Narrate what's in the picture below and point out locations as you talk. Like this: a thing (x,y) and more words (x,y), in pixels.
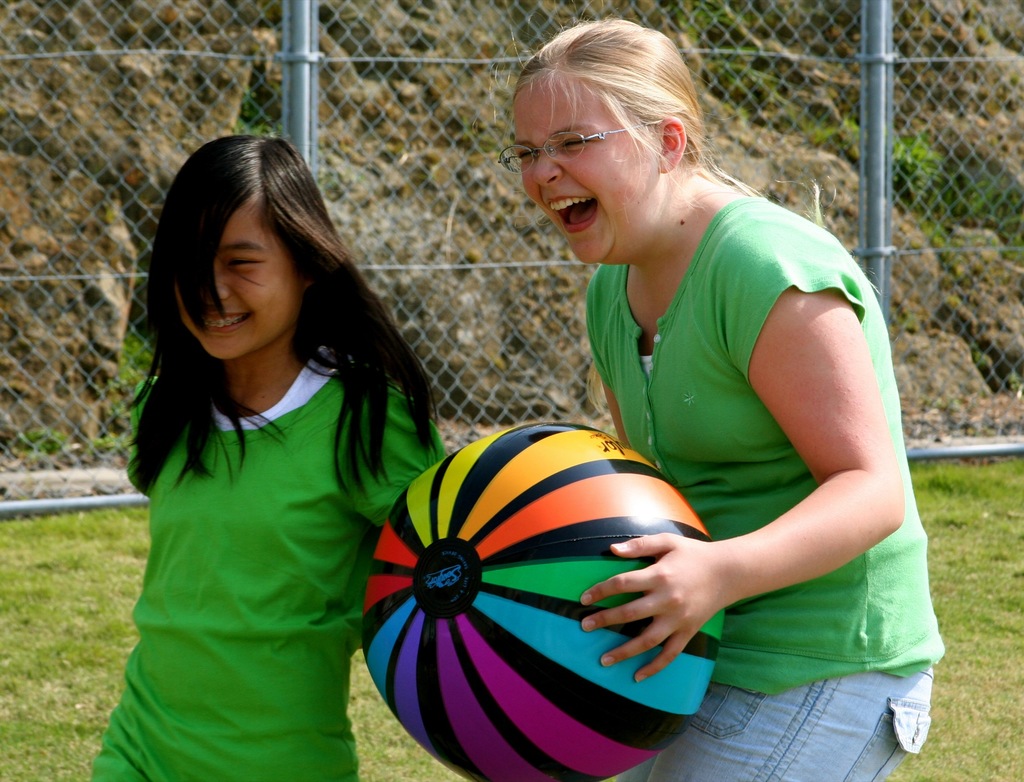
In this picture I can see two girls (384,330) standing and smiling, a girl (628,651) holding a ball (588,519), there is grass (1002,495), wire fence (952,154), and in the background (986,286) there are rocks (856,213) and plants (1012,220).
